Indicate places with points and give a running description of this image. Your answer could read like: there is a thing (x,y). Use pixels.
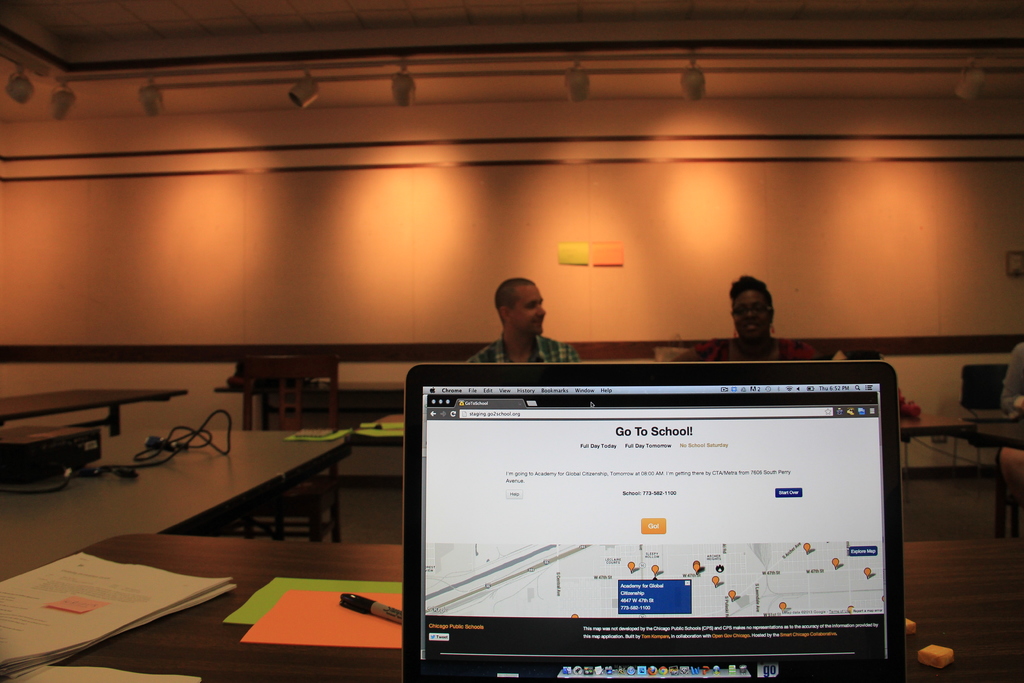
In this picture we can see two persons (540,323) in the middle (504,305). These are the tables (192,625), on the table (293,674) there are some papers (93,612), pen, laptop (615,593), and some electronic device (87,450). And this is the chair (308,386). On the background (443,222) there is a wall (644,194).
